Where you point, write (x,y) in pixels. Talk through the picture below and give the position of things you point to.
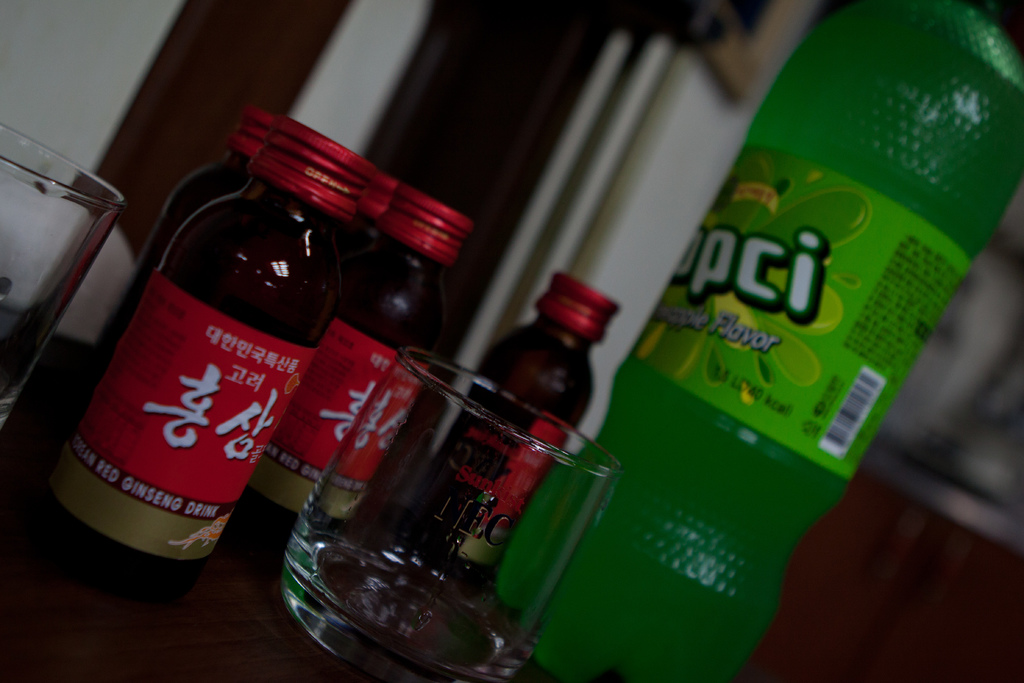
In this image, there are drink bottles (356,237) which are kept on the table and there are two glasses (416,485) one is half visible. In the background of the image (124,17), wall (698,168) is visible which is white in color. In the middle of the image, door (556,131) is visible which is brown in color. The picture is taken inside the room (611,251).
